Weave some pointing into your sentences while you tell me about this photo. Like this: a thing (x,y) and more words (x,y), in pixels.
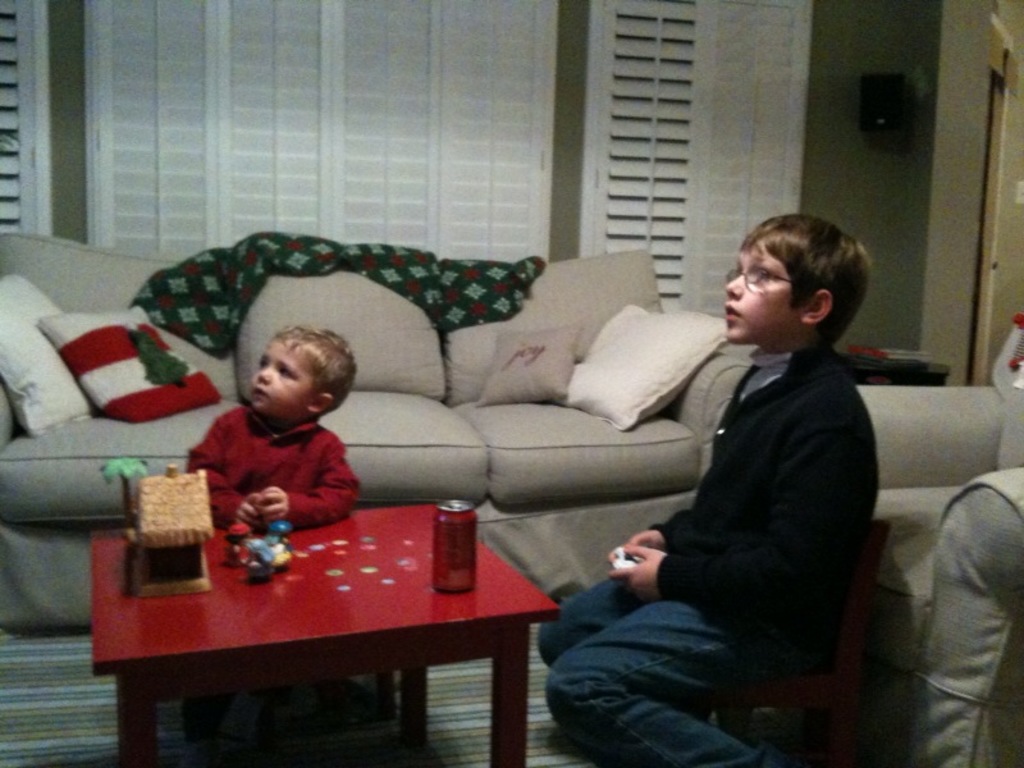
Two boys (284,446) are sitting at a table (437,600) looking aside with a sofa (409,367) in the background (690,326).
